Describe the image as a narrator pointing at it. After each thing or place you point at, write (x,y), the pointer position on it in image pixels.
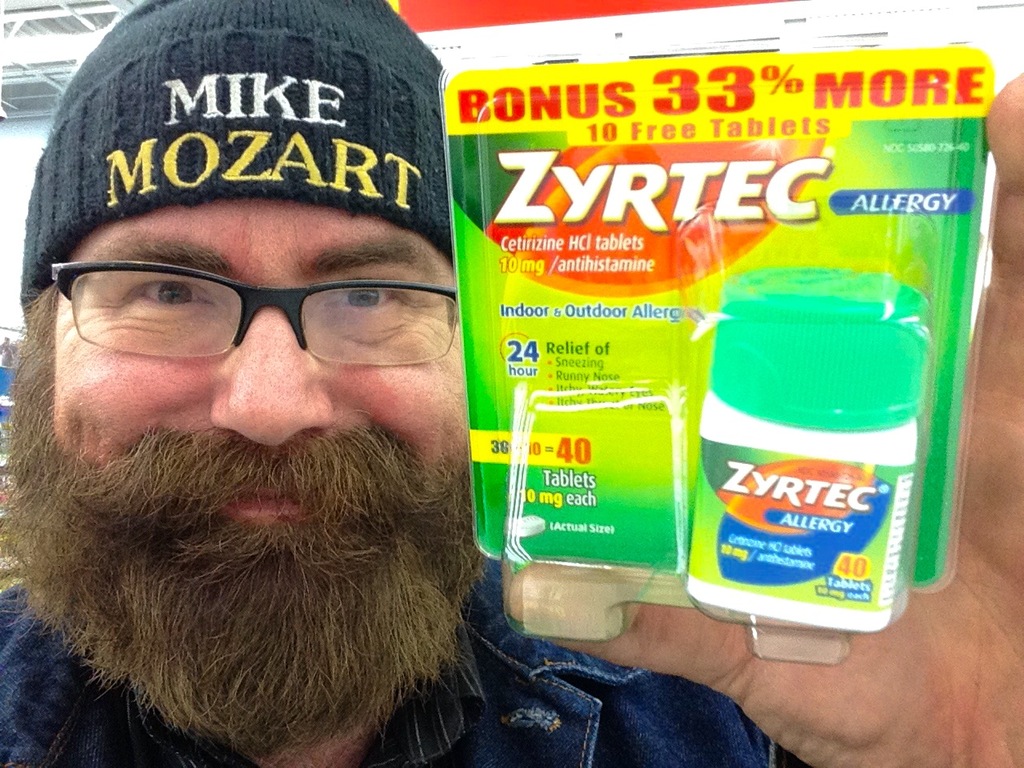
This picture shows a man (118,397) holding a medicine bottle (748,383) in his hand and he wore a cap (170,201) on his head (366,221) and he wore spectacles (317,323) and we see smile on his face (322,424) and we see a building (61,18) on the back (61,18).
